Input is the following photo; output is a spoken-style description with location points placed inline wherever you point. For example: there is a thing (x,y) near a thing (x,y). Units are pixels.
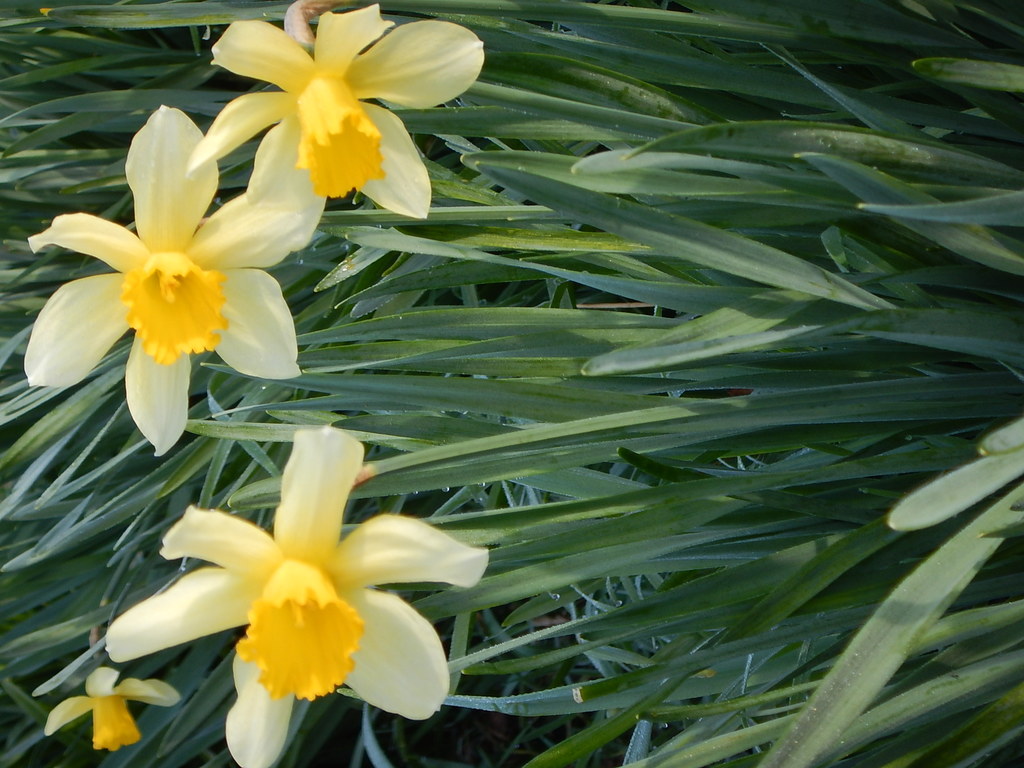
In this image, we can see flowers (213,315) and leaves (472,312).
